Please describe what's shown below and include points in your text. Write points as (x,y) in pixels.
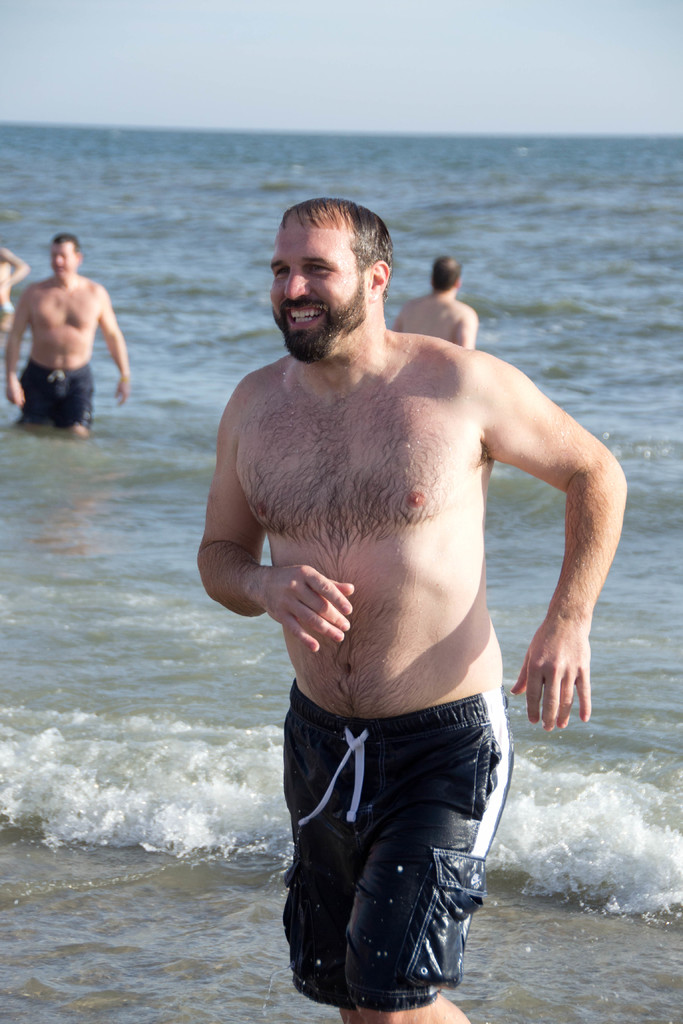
This picture shows couple of men (481,782) standing in the water (134,259). we see a smile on the face (315,319) of a man (306,323) and a cloudy sky (349,97).
